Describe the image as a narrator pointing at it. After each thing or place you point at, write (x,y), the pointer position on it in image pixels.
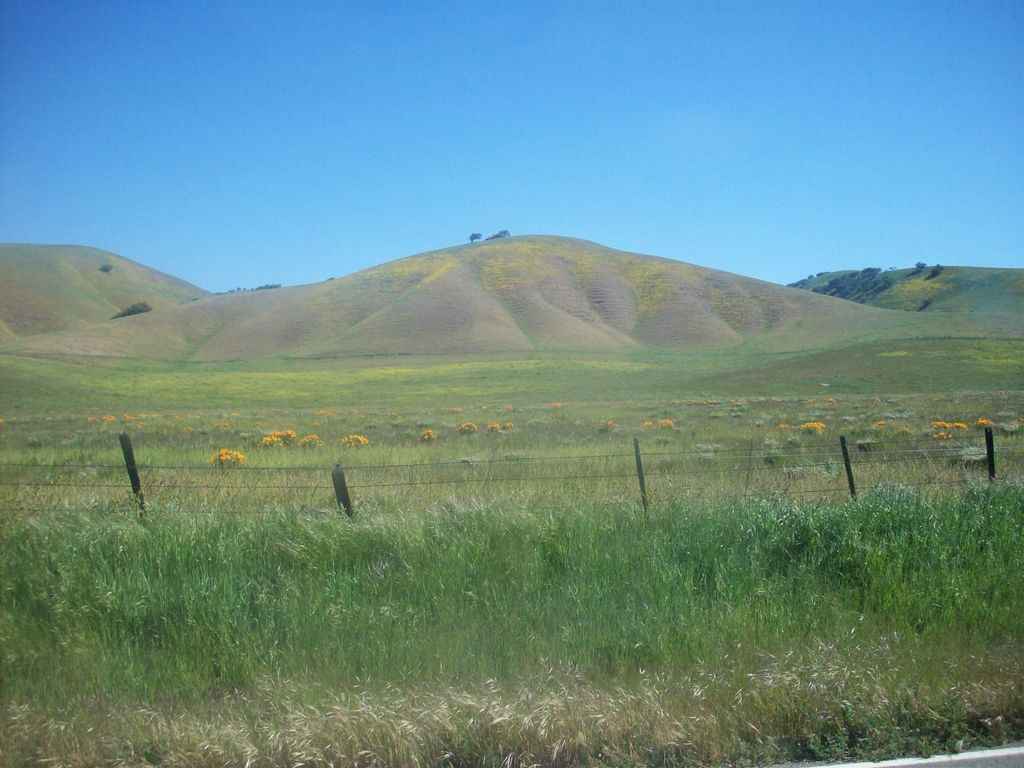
In this picture we can see plants (513,473) on the ground (488,454), here we can see a fence (644,498), flowers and in the background (498,350) we can see mountains (500,334), trees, sky (989,139).
